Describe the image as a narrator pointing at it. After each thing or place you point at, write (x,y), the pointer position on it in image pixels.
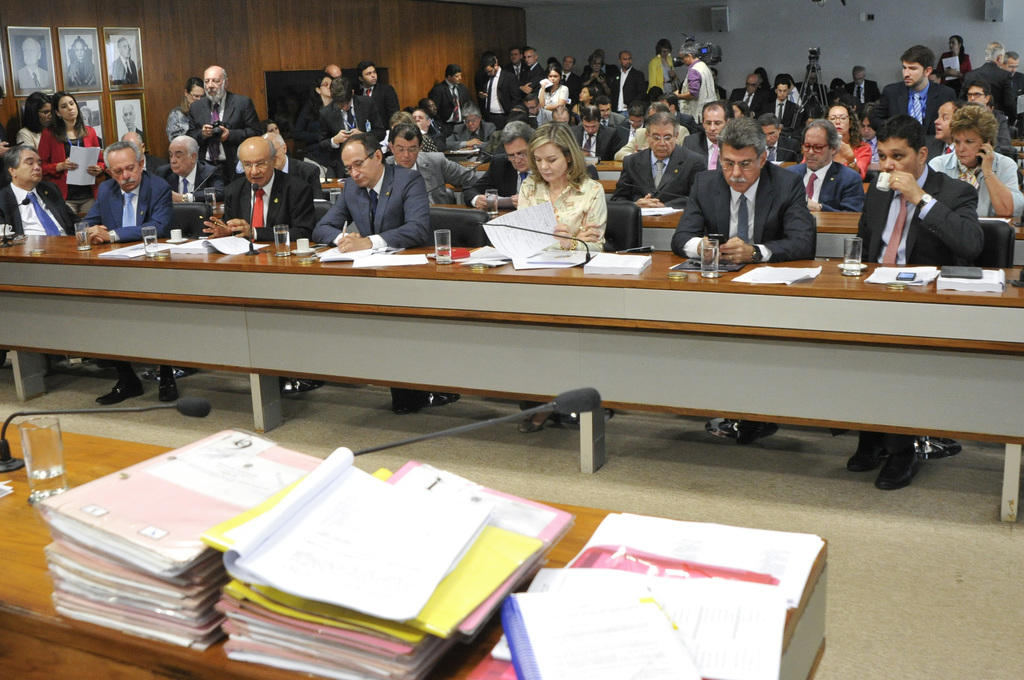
In the picture we can see many people (867,211) are sitting in the chairs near the desks (516,295), they are in blazers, ties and shirts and on the desks (100,272) we can see papers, glasses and microphones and in the background (150,71) we can see some people (24,113) are also standing and behind them we can see a wooden wall (235,84) with some photo frames (135,81) and some person images (76,34) on it and in front of the desks (97,260) we can see another desk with bundle (738,577) of files (671,596), glass (51,462) of water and microphone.
